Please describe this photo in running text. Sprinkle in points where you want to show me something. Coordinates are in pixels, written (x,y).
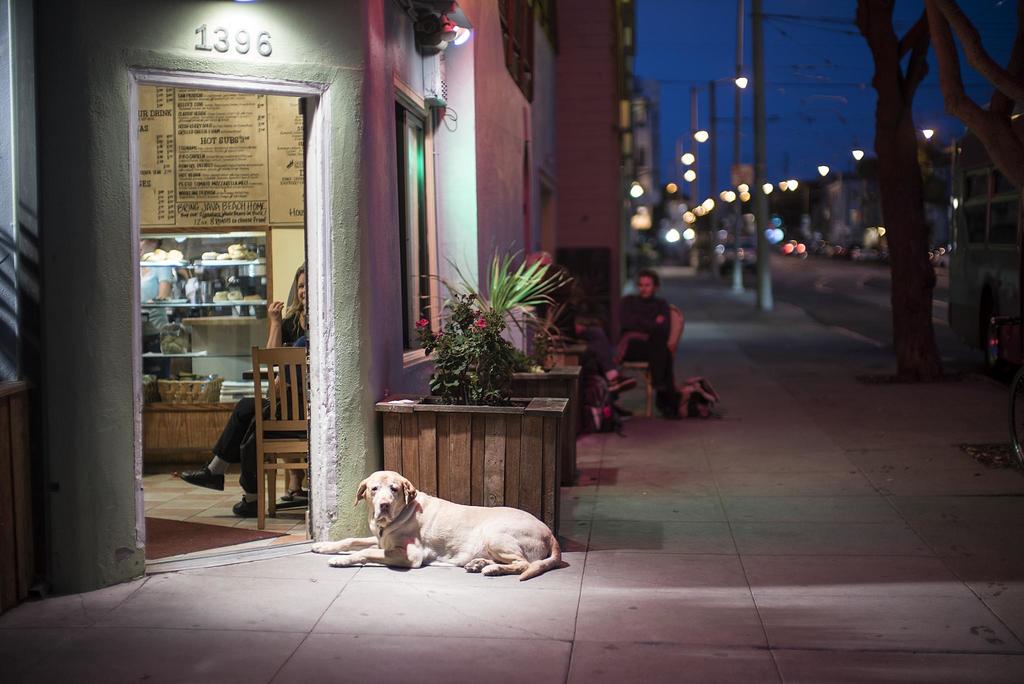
In the image there is a footpath (835,491) and beside the footpath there is store (319,376) in the foreground (336,483) and outside the store (368,3) there is a dog (411,531) laying on the foot path (306,554), behind the dog (505,550) there are small plants (541,334) and there is a person (648,330) sitting on the chair (646,389). There are many poles (693,144) on the footpath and the background (651,172) is blur.
